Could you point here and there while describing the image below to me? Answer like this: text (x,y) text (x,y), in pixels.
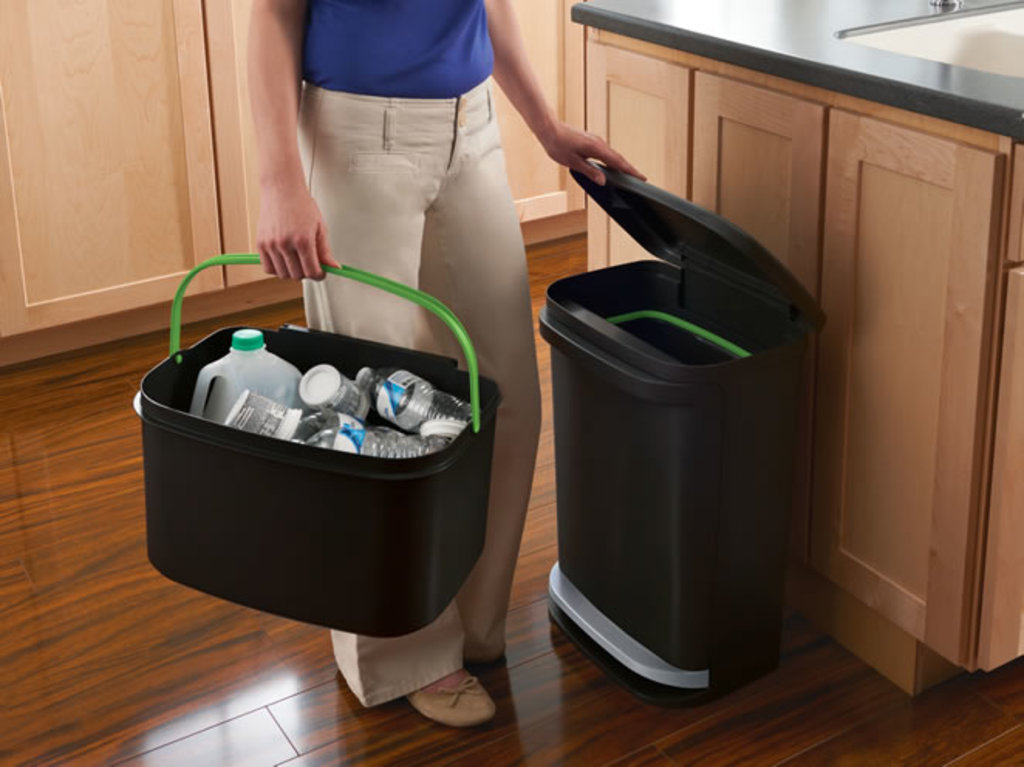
This image consists of a person (431,646) holding a basket (355,348). In which there are bottles (298,388) and a jug (286,403). On the right (754,379), there is a dustbin (719,359). In the background (882,388), we can see the cupboards (902,320) made up of wood (882,388). At the bottom (704,732), there is a floor (704,732). On the right (966,62), there is a sink (978,50).
